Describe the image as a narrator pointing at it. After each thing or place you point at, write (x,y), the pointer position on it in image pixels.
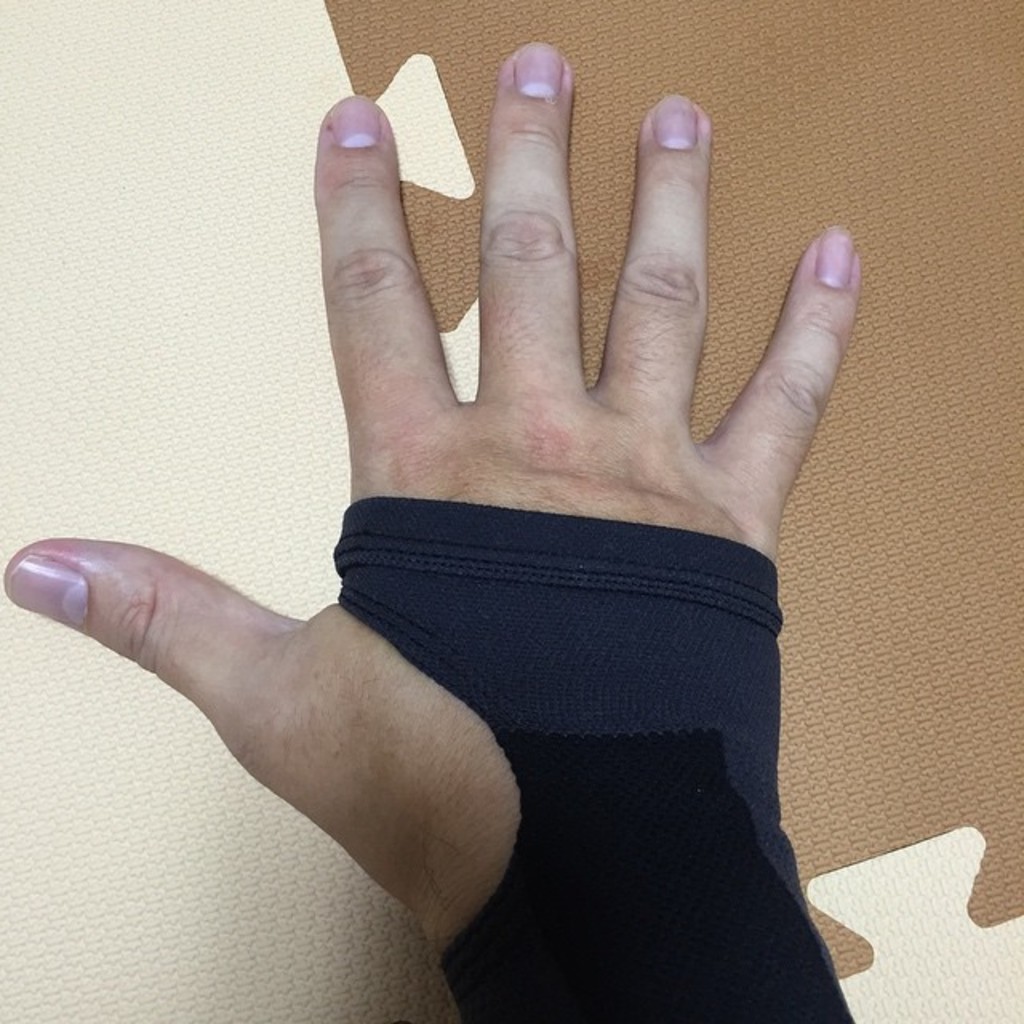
In this image there is one hand (321,653) as we can see in middle of this image (372,520) is wearing black color wrist support (604,779). There is a floor mat (280,351) in the background (889,425).
